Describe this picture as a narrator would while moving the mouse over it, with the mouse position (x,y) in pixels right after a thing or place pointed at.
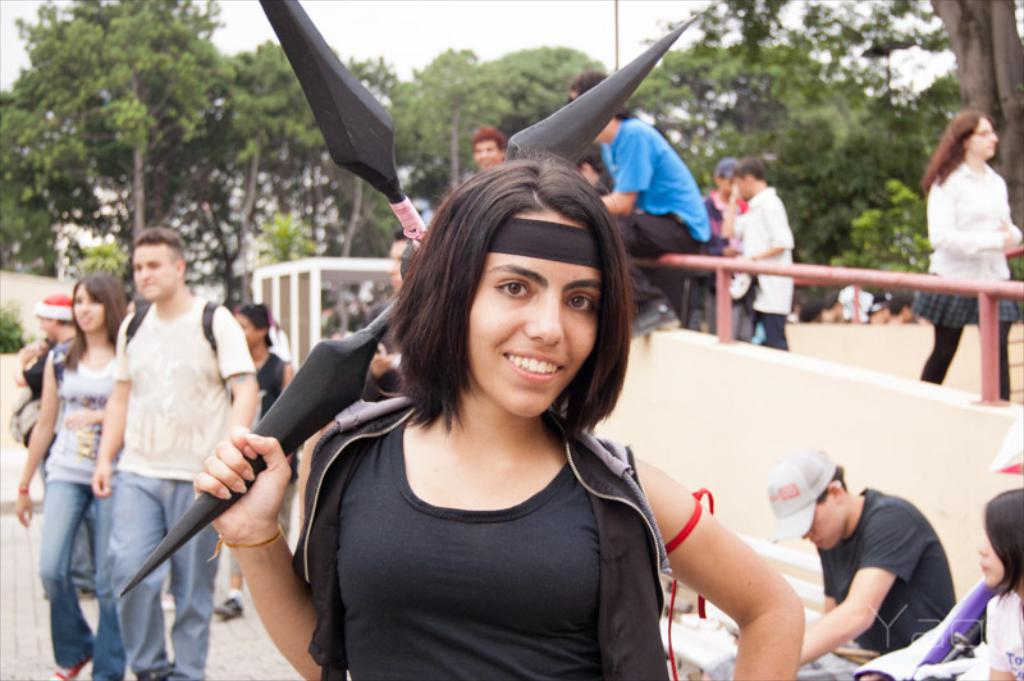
In front of the picture, we see a woman (587,451) in the black dress (519,555) is standing. She is holding a black color object (309,417) in her hand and she is smiling. She might be posing for the photo. On the right side (836,514), we see a man (892,581) and the women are sitting on the bench (790,582). Behind them, we see a wall (868,420) and the railing (851,267) on which a man (667,177) in the blue T-shirt (656,162) is sitting. Behind him, we see the people (761,252) are standing. On the left side (279,373), we see the people (58,457) are walking on the road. There are trees (341,196) and a pole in the background (461,167).
